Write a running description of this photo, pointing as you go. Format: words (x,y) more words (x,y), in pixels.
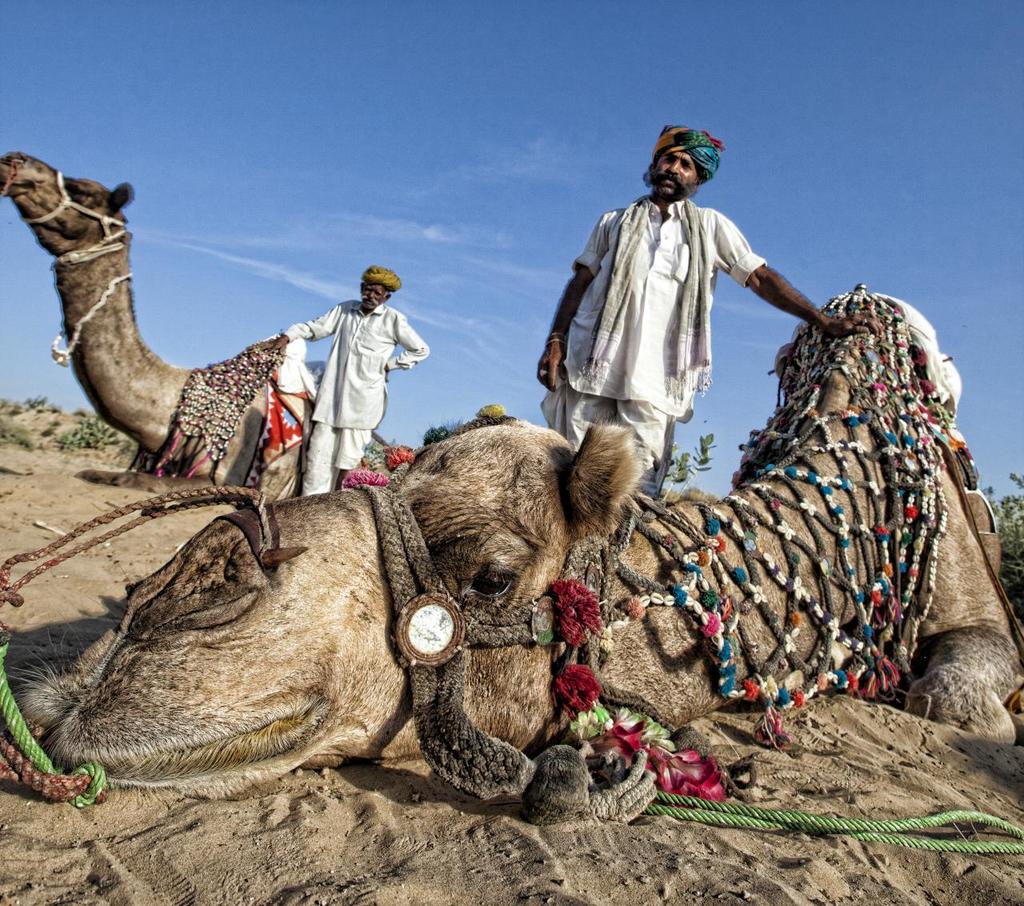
In this picture we can see there are two camels (246,474) are lying and two people (320,460) are standing on the path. Behind the people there are plants (1022,496) and a sky (371,122).
